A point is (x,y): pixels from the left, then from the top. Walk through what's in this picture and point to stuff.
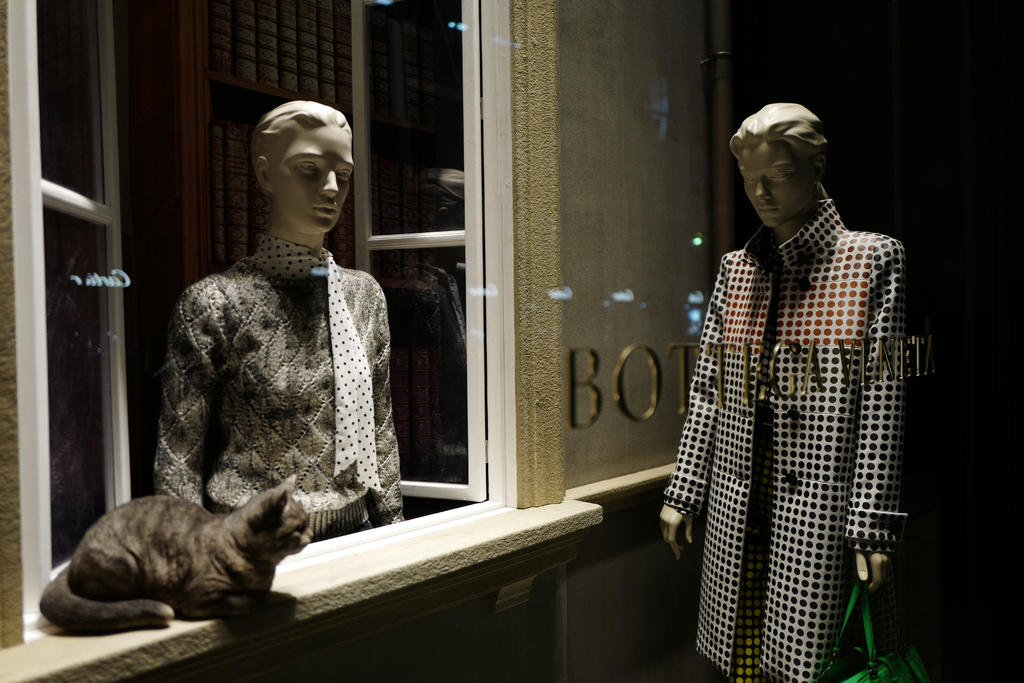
In this image I see 2 mannequins (826,217) and this mannequin (803,462) is holding a green color bag (865,680) and I see a cat (267,532) on this white surface (312,561) and I see the windows (51,552) over here and I see the wall (530,321) and I see a word (578,383) written on this glass (954,435) and it is dark in the background (1000,126).
